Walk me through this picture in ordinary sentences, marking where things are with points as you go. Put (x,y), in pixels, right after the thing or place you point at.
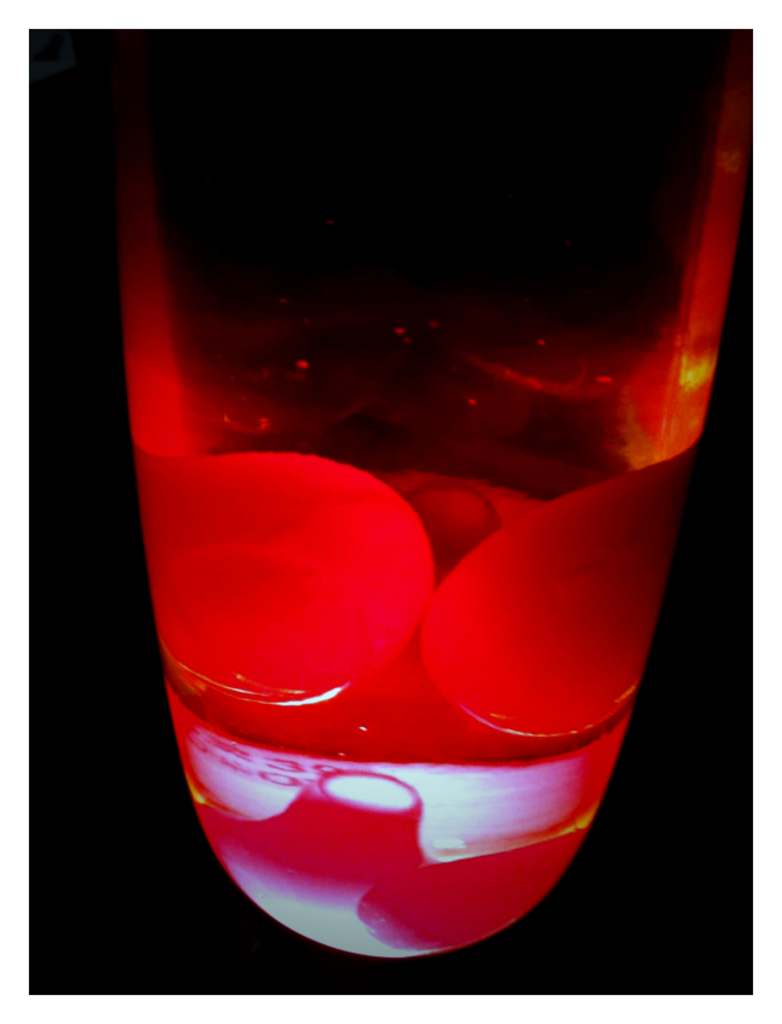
In this image there is a light (293,650). At the bottom (179,901) it is dark.
